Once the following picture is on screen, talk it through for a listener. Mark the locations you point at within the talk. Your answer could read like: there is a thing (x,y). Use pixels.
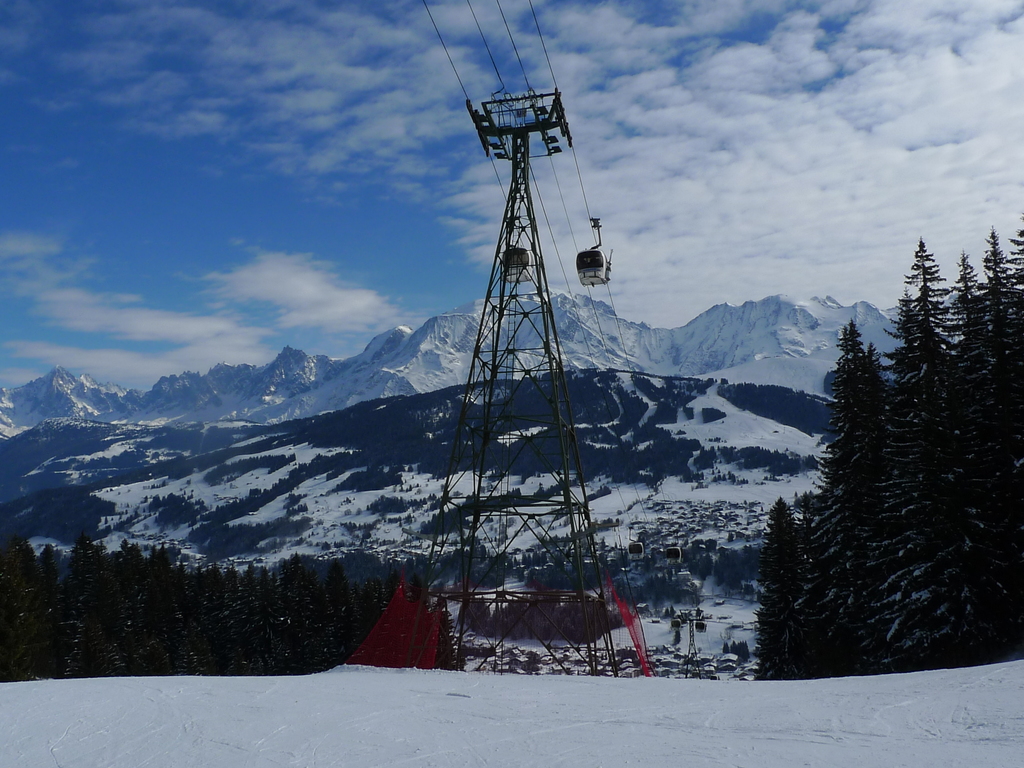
At the bottom of the image (279,717) on the ground (494,736) there is snow (481,692). And also there are towers (477,474) and there is a ropeway (629,362). In the background (591,410) there are trees (23,584) and mountains (732,335) covered with snow (777,379). At the top of the image (450,126) there is sky (163,159).
